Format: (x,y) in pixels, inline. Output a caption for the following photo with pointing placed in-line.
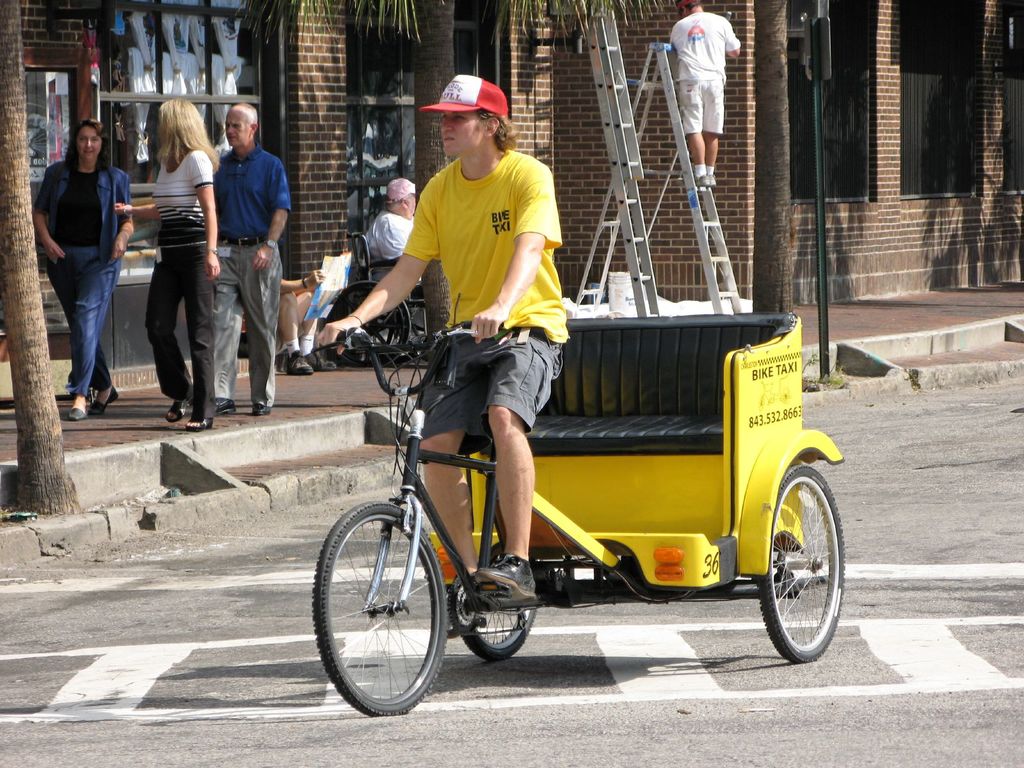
In this picture outside of the city. There is a group of people (437,216). On the left side (187,154) three persons (188,149) are walking. In the center (531,386) person (531,372) is riding a bicycle (622,365). He is wearing a cap (466,95). On the right side (706,117) person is standing on ladder (684,156). We can see in background (549,99) red wall brick (311,12), pole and road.
